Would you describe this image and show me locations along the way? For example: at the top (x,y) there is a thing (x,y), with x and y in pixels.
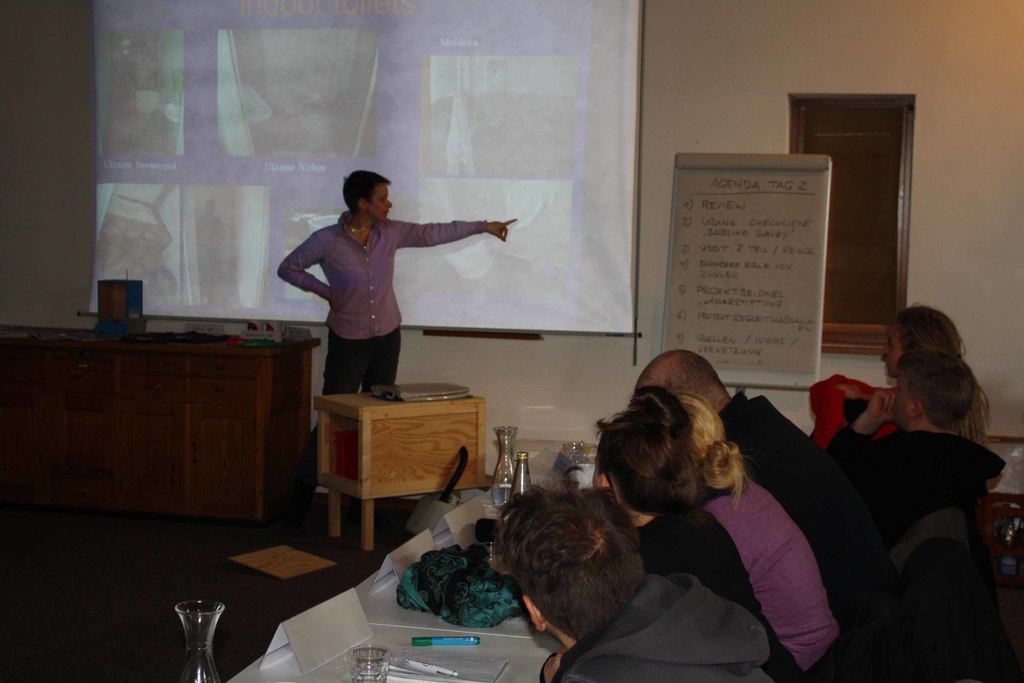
This picture is clicked inside. On the right (855,412) we can see the group of persons (569,606) sitting on the chairs (909,553) and we can see there are some items (435,541) placed on the top of the table (460,648). In the center (389,237) there is a person (358,267) standing on the ground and there are some objects (331,418) placed on the ground (69,593) and we can see a wooden cabinet (241,373). In the background (904,9) there is a wall (811,83), window (871,131), board (691,243) on which we can see the text (776,322) and there is a projector screen (427,62) on which we can see there are some pictures (366,136).
